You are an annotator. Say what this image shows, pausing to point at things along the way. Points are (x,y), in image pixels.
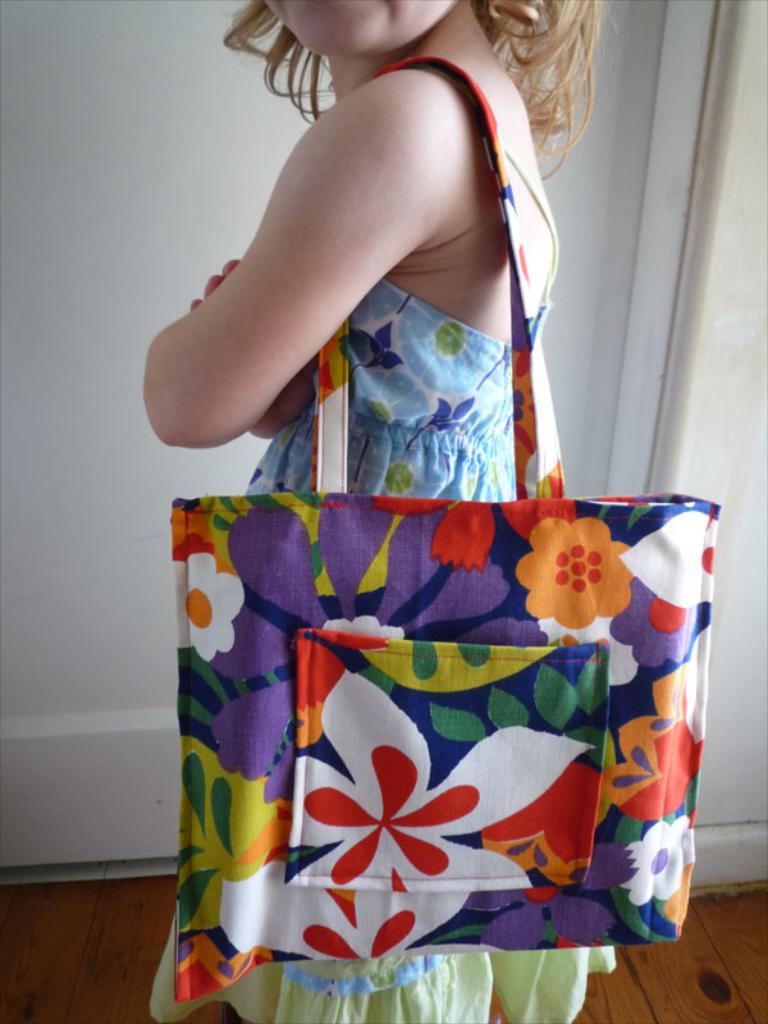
In the image a person (499,421) is standing and holding a bag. Behind the person (317,263) there is a wall (20,24).
